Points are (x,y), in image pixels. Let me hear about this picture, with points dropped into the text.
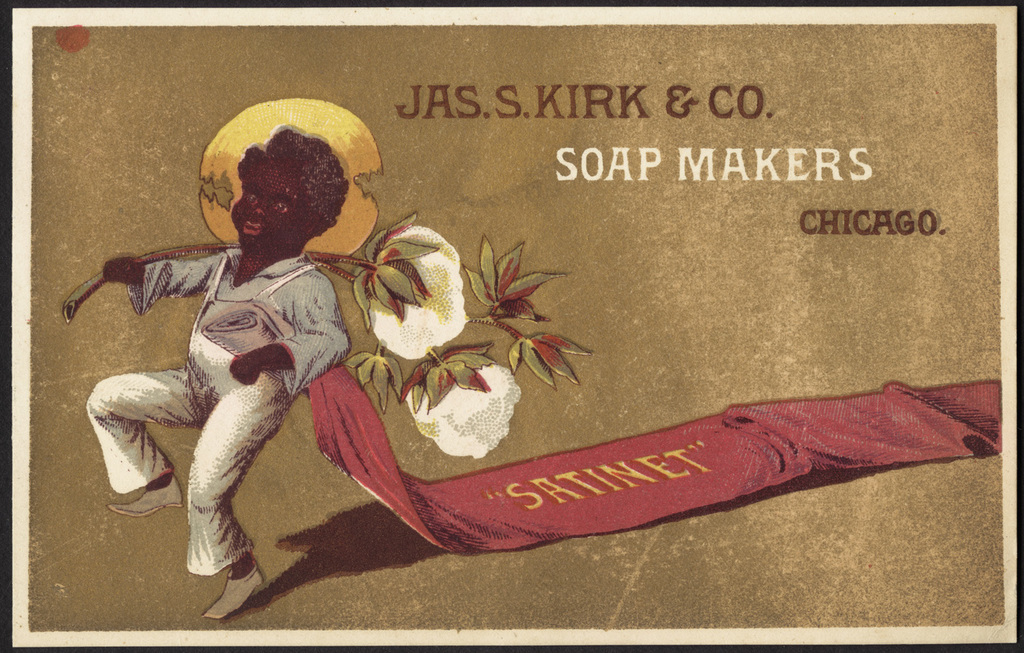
In this picture we can see a cover page (490,373), in the cover page (571,303) we can find some text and a person (223,360).
